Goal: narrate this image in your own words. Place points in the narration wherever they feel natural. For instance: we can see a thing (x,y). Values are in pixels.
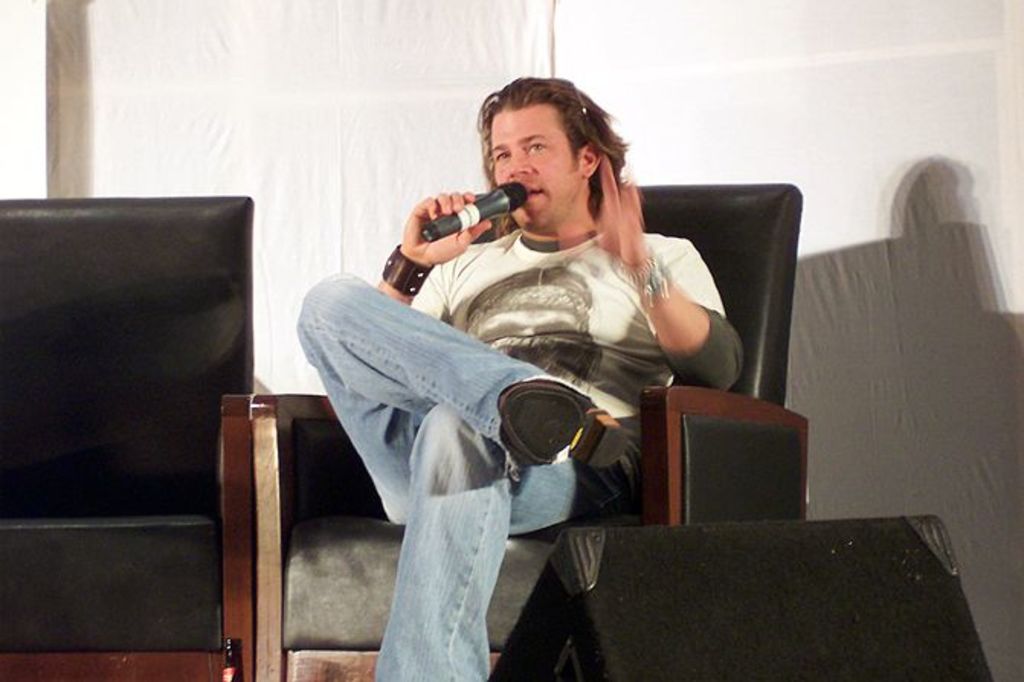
In the picture one person (452,432) is sitting on the sofa (649,481) wearing white t-shirt (461,291) and blue jeans (416,404) holding a microphone (479,216) and beside him there is a another chair (202,422) and behind him there is white curtain (861,408).
